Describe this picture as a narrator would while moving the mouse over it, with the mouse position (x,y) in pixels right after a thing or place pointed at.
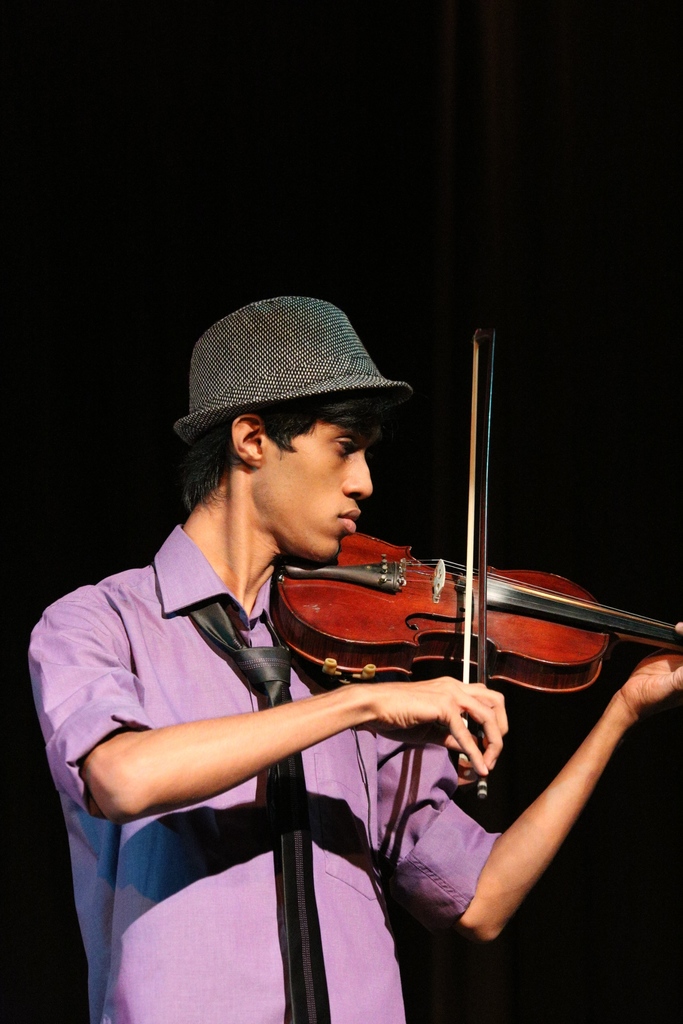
In this image I can see a person (188,426) wearing the hat (342,386) and playing the violin (649,629).
